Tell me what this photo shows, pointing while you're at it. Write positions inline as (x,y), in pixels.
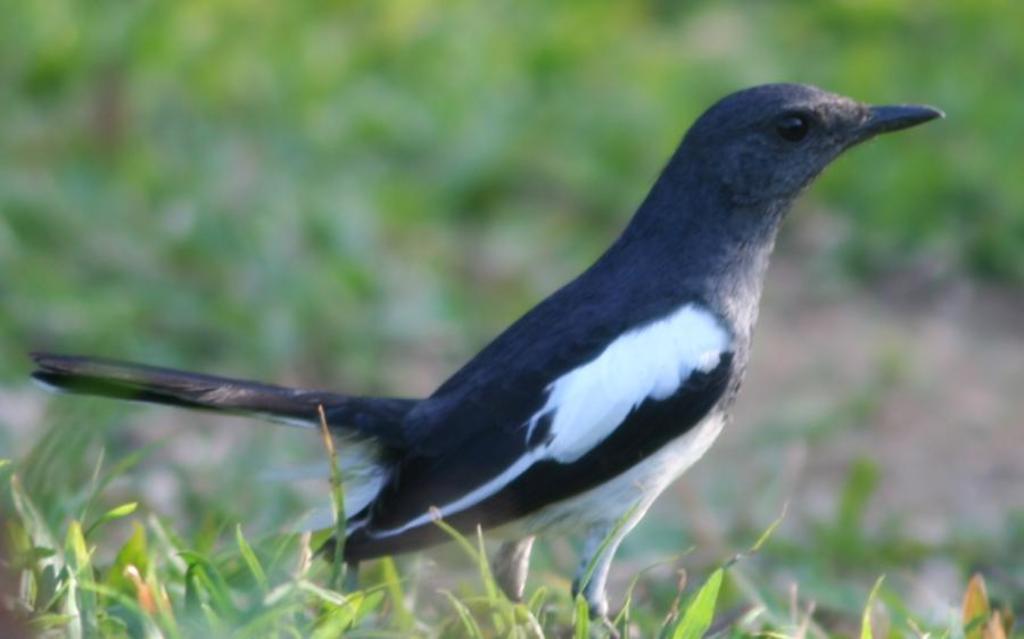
In this image, we can see some leaves (703,588). There is a bird (708,407) in the middle of the image (620,250). In the background (47,401), image is blurred.
